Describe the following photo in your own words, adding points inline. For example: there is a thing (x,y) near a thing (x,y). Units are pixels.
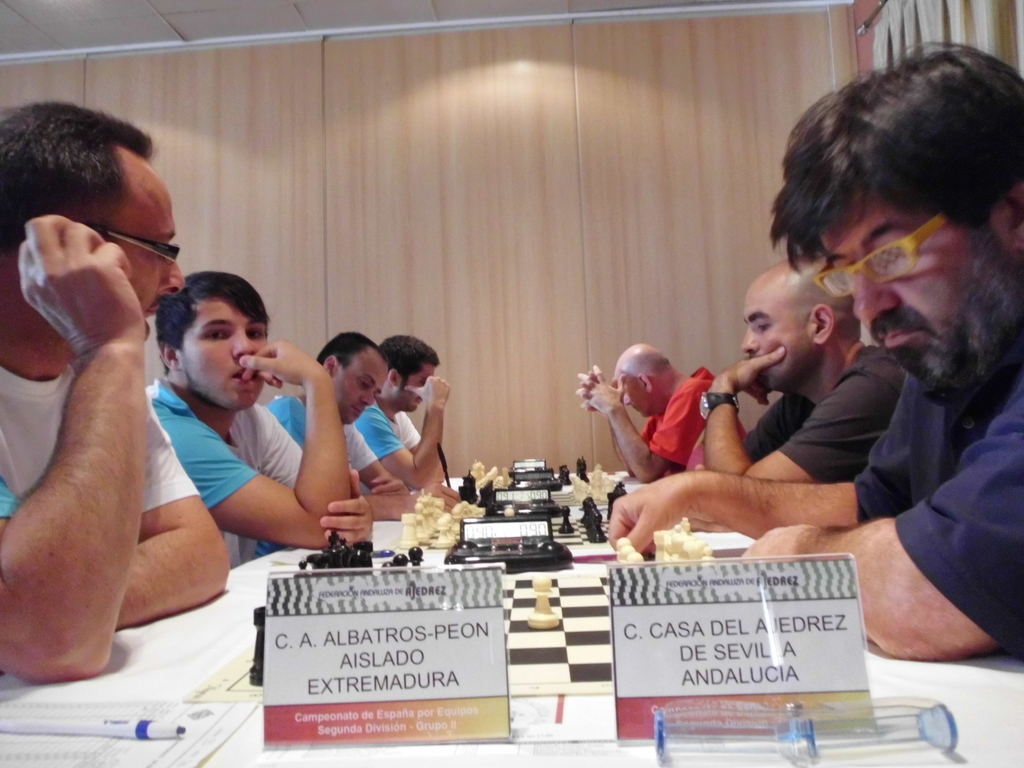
There are group of persons (364,397) playing chess in front of their opponents (875,426).
